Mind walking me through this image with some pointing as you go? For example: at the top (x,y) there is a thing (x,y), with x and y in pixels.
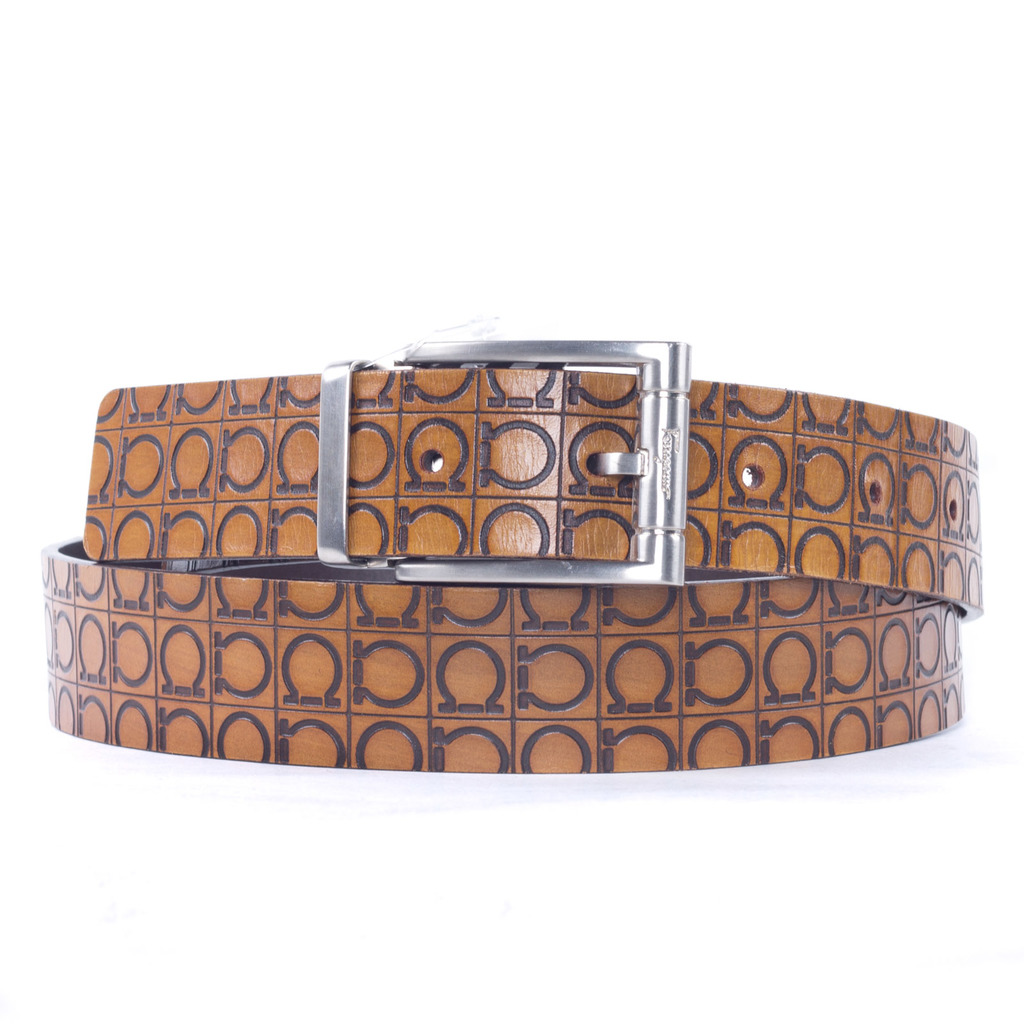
In the center of this picture (616,498) we can see the belt (110,428) and we can see the loop (342,372), buckle (671,543) and the strap (756,480) of the belt (761,480). The background of the image (139,126) is white in color.
